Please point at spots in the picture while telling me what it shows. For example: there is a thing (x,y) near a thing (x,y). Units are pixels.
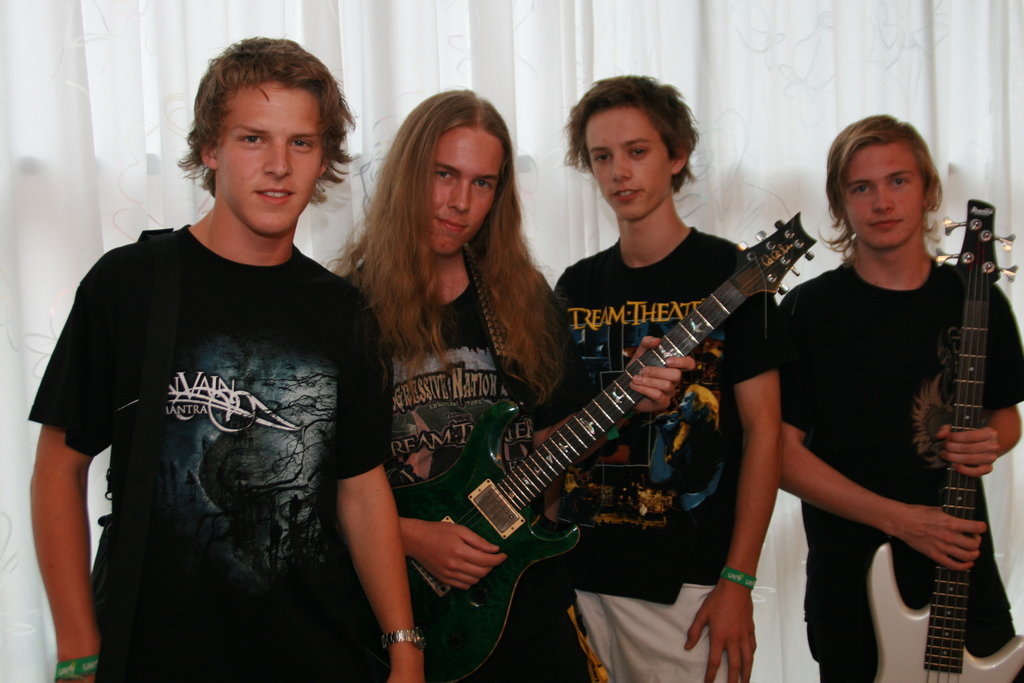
In this picture we can see four men (819,357) where two (408,426) are holding guitars (449,517) in their hands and they are smiling and in background (464,36) we can see white color curtain (547,80).
